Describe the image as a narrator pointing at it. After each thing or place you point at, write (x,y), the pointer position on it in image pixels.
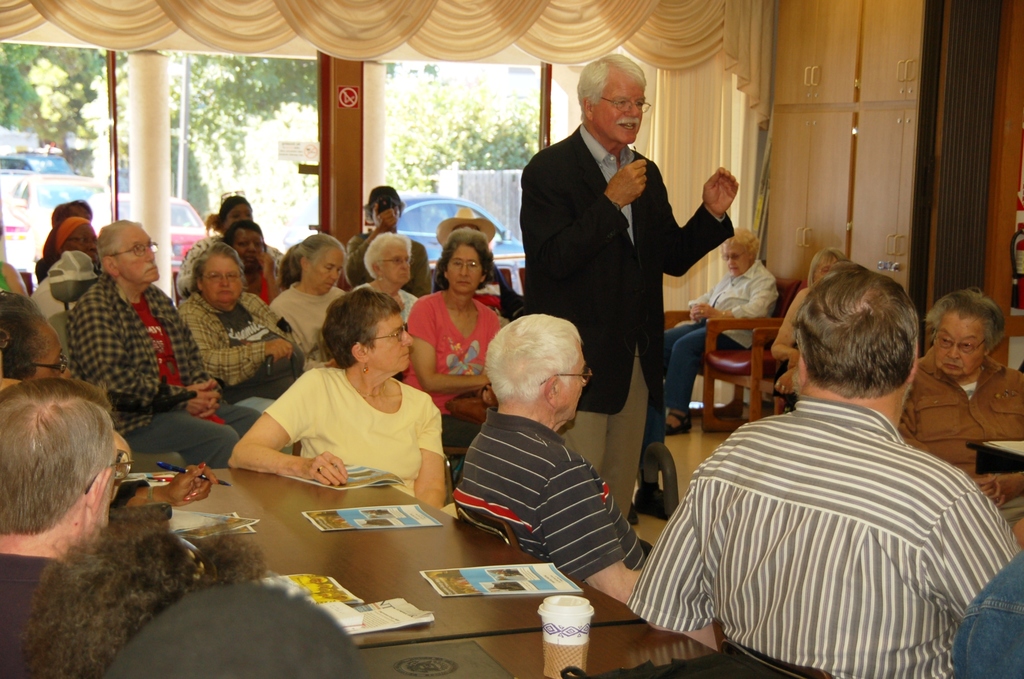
There is a person (588,263) standing and talking in the middle of the people (867,439) who are gathered. On the left hand side (137,315), there are people (99,436) sitting. In front of them, there is a table (510,627). Books (445,577), glass (576,611) and some other materials (367,625) on it. In the background (456,154), there is a glass window (410,132), trees (447,148), cars (50,186), curtain (328,25), and some persons (812,280) sitting.
